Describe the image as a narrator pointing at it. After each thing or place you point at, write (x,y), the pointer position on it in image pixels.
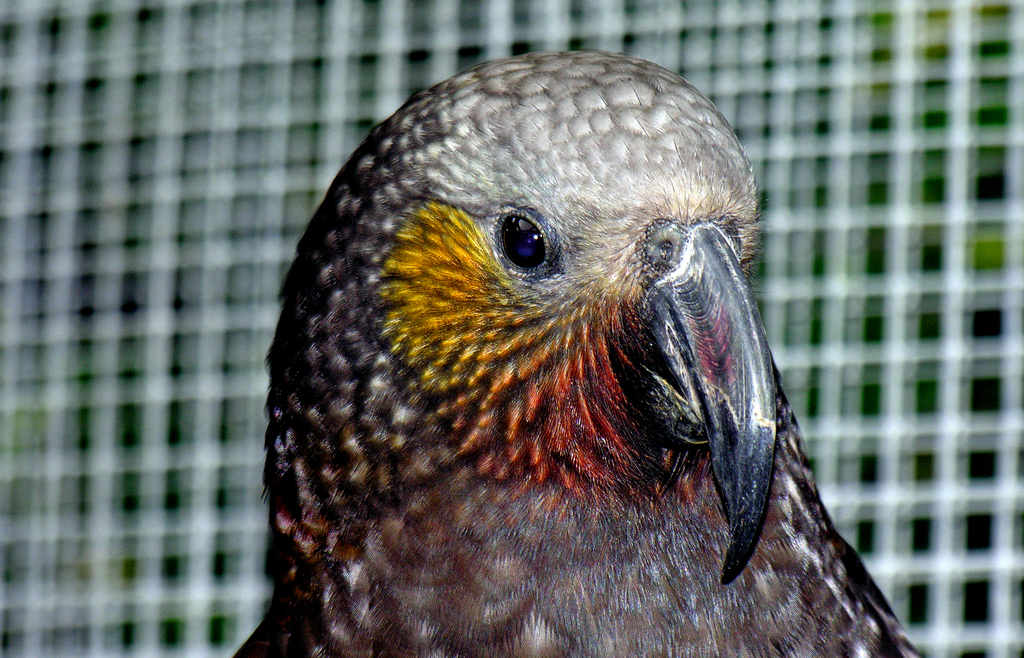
In this image I can see a bird (565,421). The background of the image (884,357) is blurred.
